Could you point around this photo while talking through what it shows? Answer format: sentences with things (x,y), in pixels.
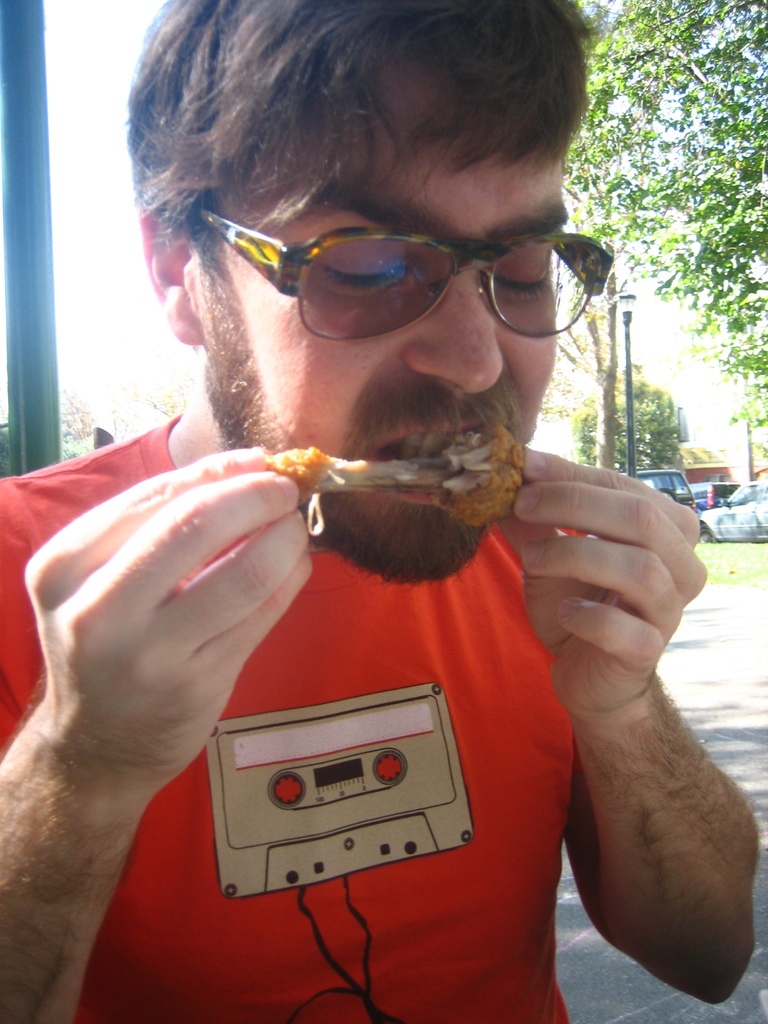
In the image there is a man (344,755) with red t-shirt (406,733) is holding the chicken piece (468,444) and eating. Behind him to the left side (1,87) there is a pole (1,87). And to the right side of the image (651,206) there are trees (656,444) and few vehicles (691,495) on the ground (729,552).
